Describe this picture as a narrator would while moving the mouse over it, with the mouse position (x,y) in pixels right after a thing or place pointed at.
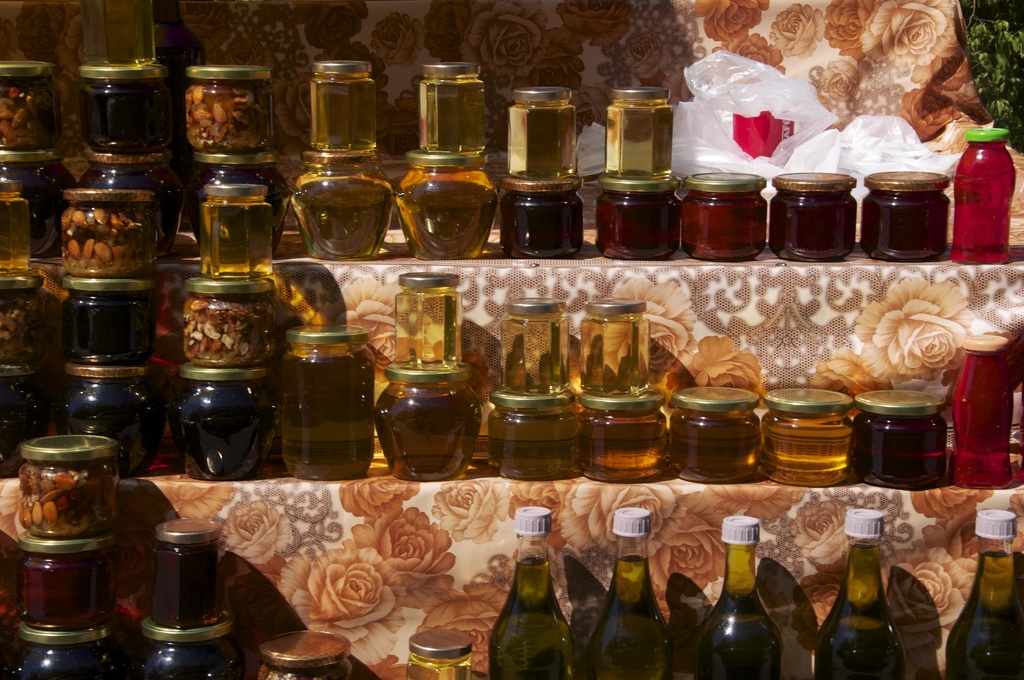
This picture shows glass bottles (732,636) and many jars (344,119) with some liquids (330,122).
